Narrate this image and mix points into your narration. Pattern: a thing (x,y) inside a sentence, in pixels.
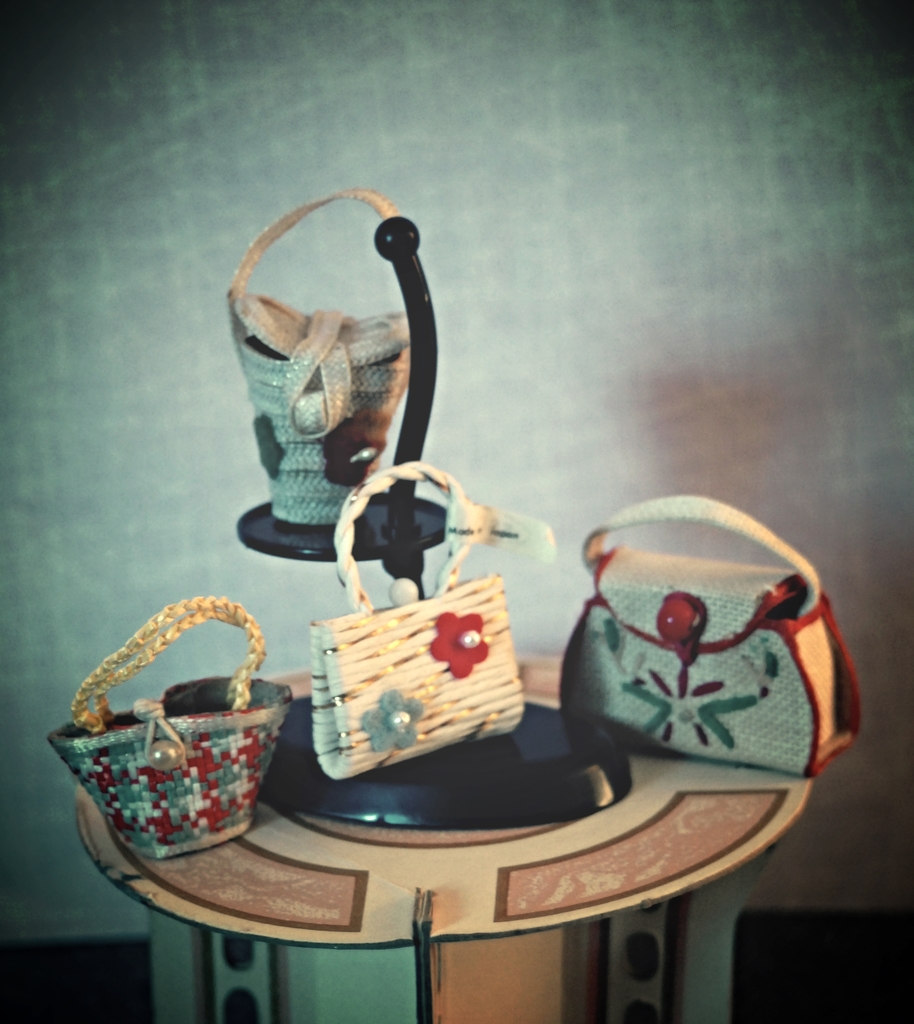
Four hand bags (404,673) made of miniature art (155,781) are shown in the picture.
